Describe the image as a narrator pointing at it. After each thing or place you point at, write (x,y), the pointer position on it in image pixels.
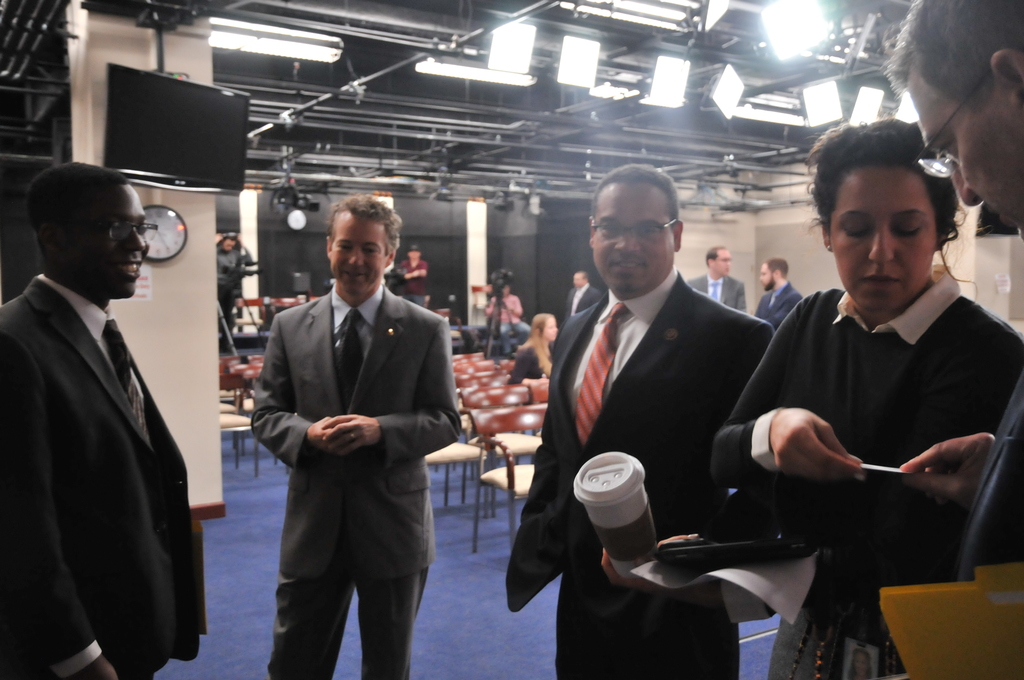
There are people (616,392) standing and this man (612,447) holding glass (605,466). Background (501,323) we can see people (515,317), chairs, lights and television (175,125) and clock (177,219) on pillar (186,414).
